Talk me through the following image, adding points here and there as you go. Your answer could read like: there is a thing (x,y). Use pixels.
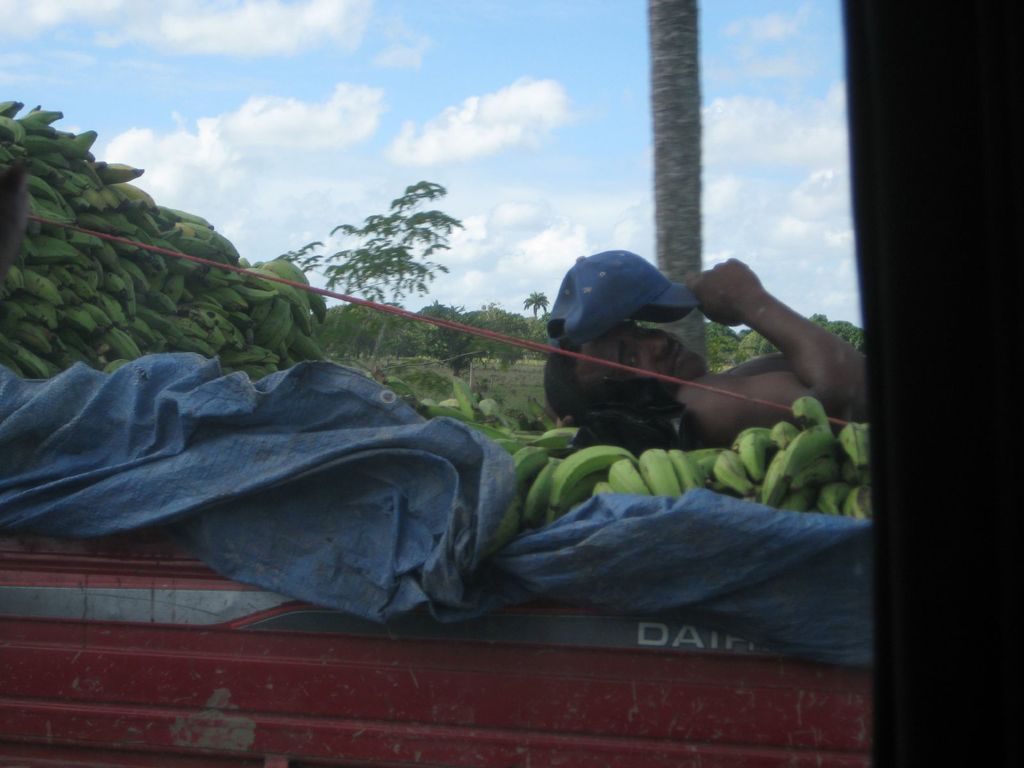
In the image we can see there are raw bananas (49,279) and on it there is a person (675,426) lying, the person (676,387) is holding cap (643,285) in hand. We can see vehicle (437,634), trees (679,266) and cloudy pale blue sky (640,209). The right side of the image (921,263) is dark.
